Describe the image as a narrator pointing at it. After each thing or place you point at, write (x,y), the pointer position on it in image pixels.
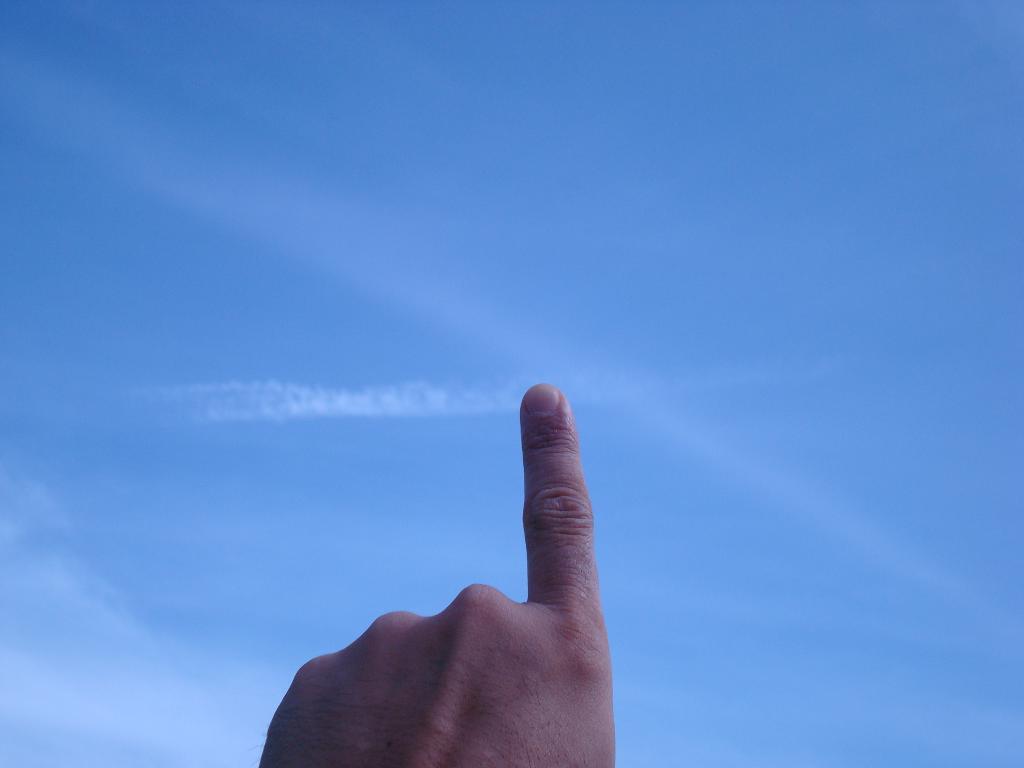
In this image we can see there is a person's hand (543,436) pointing towards the sky (494,383).
